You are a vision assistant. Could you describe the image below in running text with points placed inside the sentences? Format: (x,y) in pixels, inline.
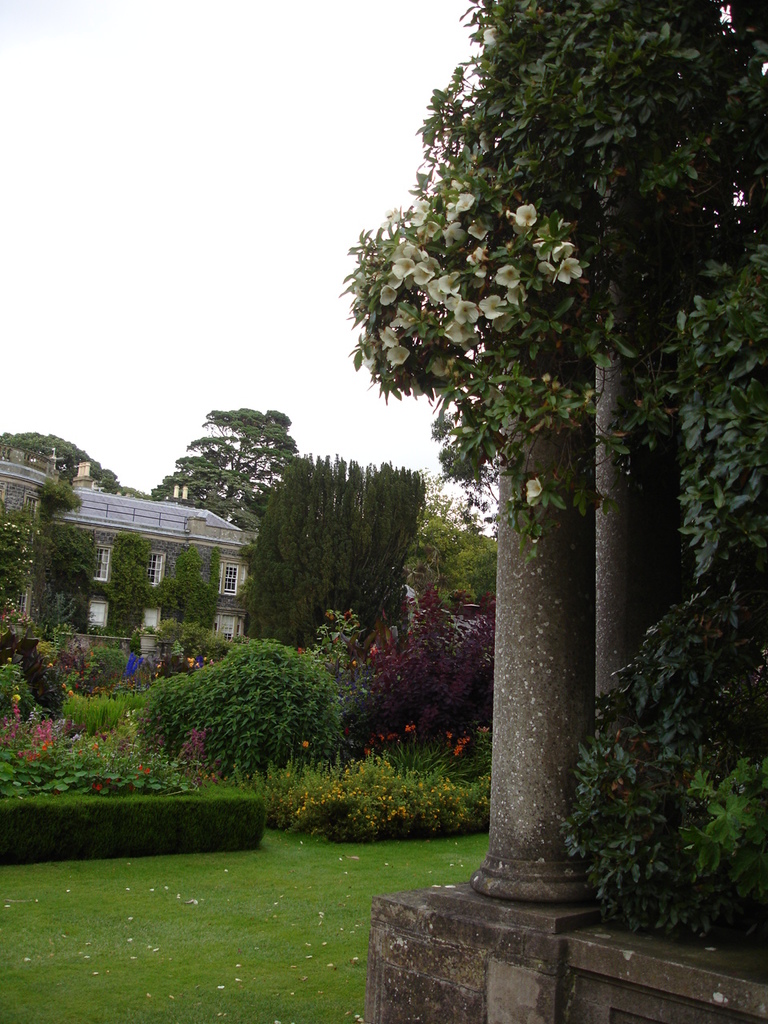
In the image in the center (334,407), we can see the sky (405,405), clouds (24,223), trees (756,419), plants (379,752), grass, pillars (593,894) and one building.
